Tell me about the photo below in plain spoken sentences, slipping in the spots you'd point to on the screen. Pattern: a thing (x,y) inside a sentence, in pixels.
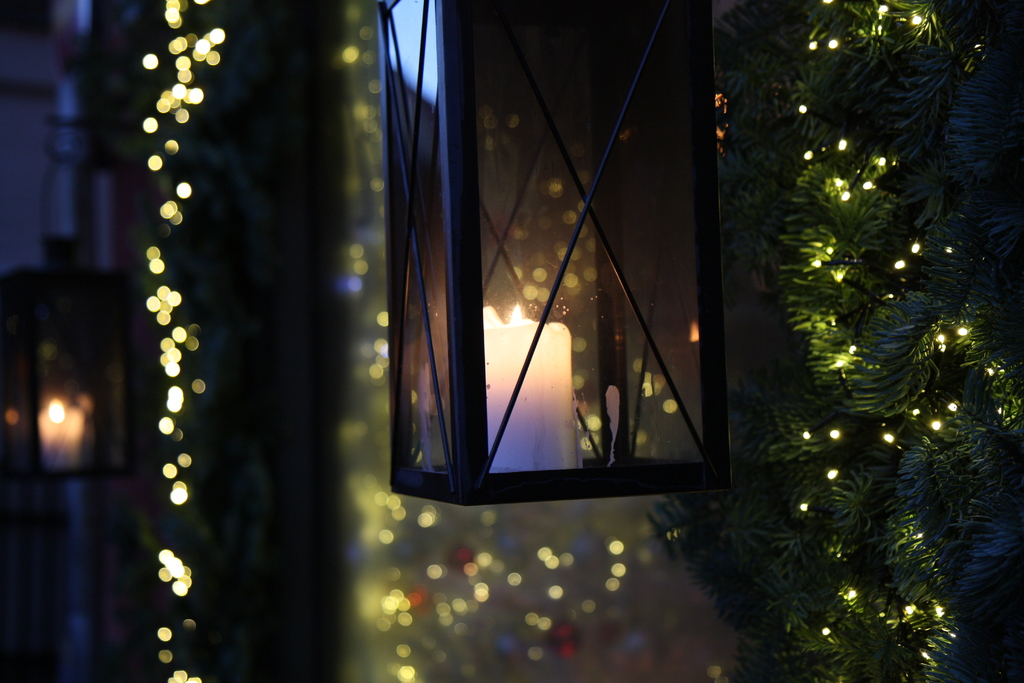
In this image we can see a candle (562,434) is kept in the glass box (413,430). Here we can see the decorative items (822,592). The background of the image (14,477) is slightly blurred, where we can see lights (172,403) and another candle (48,437) kept in the glass box (118,417).
